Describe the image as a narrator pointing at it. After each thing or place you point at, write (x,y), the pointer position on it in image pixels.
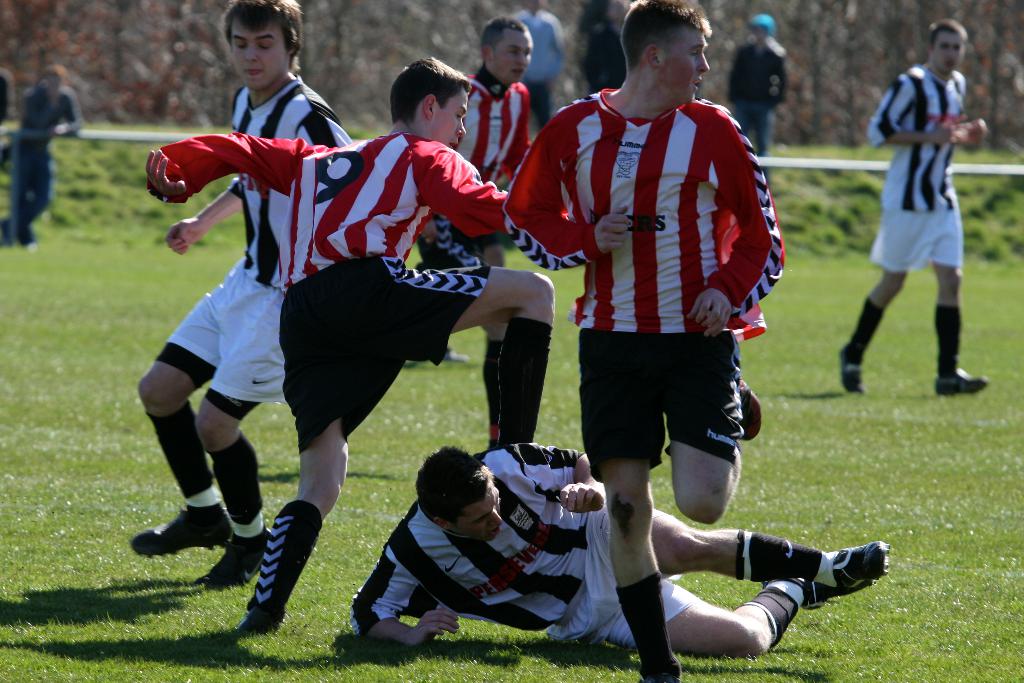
In this image there are players (316,285) playing in a ground (257,667) and a man (447,577) is lying, in the background (470,64) there are people (746,105) standing and there are trees (184,7), it is blurred.
